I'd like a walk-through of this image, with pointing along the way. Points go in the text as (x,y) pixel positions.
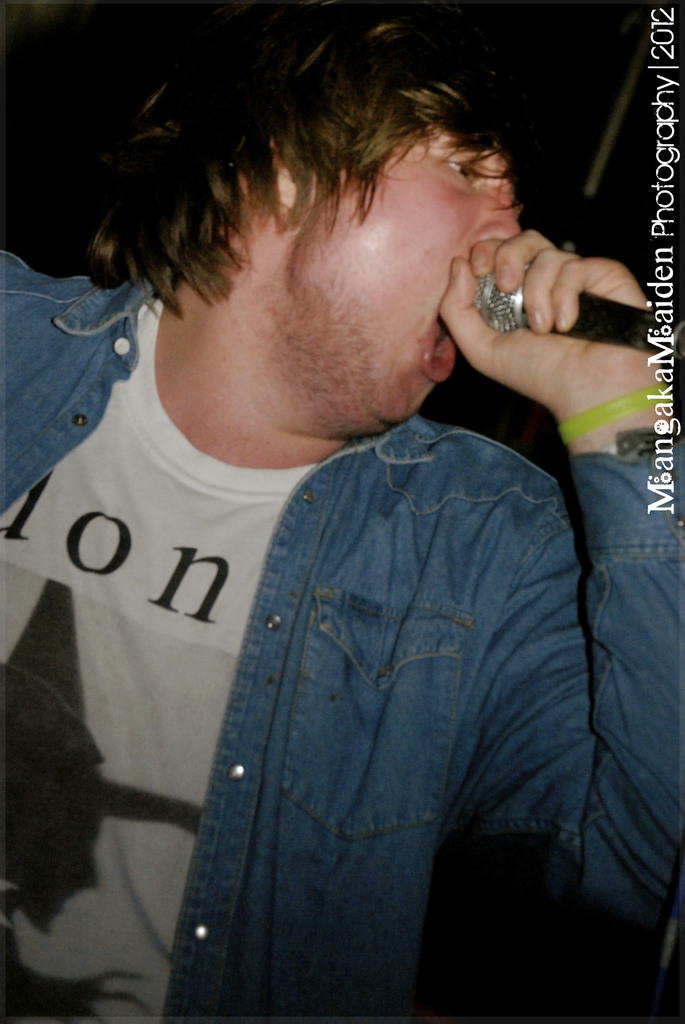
Here I can see a man (91,631) wearing a jacket (366,682) and white color t-shirt (128,623) and singing a song by holding a mike (499,320) in the hand (569,360). On the right top of the image (662,166) I can see some text (653,311).
